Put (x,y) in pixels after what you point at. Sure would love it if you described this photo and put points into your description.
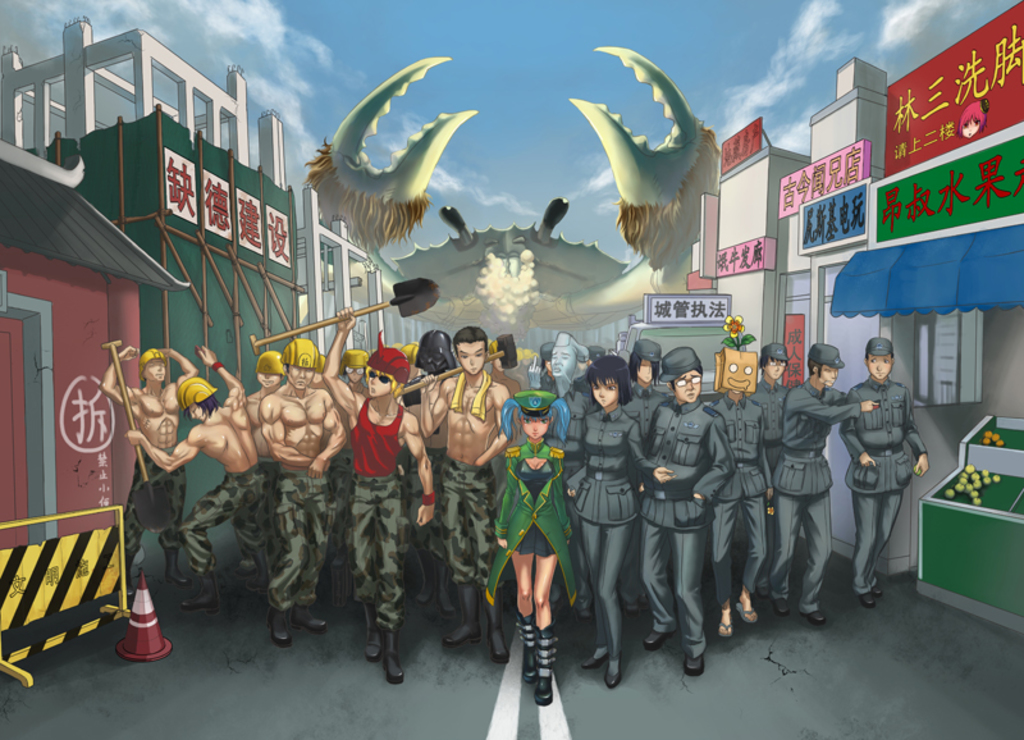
This is an animated picture. Few persons (334,453) are standing on the road (610,698). Left side (38,640) there is a fence (26,656). Before it there is a cone (142,649) on the road (124,691). Few persons (264,408) are holding the tools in their hands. Few persons (292,398) are wearing helmets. Background (26,315) there are few buildings (1006,367). Middle of the image (542,285) there is an animal (554,246). Top of the image (541,86) there is sky (701,100). Right side (959,488) there is a table (976,506) having few objects (976,497) on it.
